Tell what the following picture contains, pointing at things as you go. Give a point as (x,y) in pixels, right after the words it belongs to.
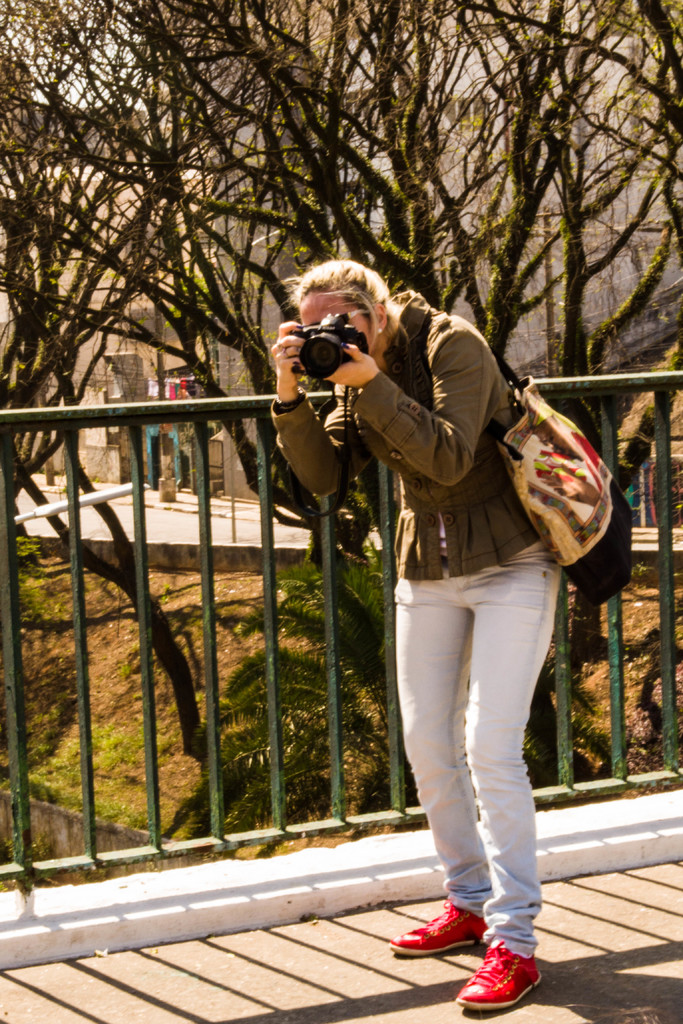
This picture describes about a woman (463,492) she holding a camera (318,347) in her hands (337,381) and she wearing a bag (529,453), in the background (313,147) we can see couple of trees (503,152).
